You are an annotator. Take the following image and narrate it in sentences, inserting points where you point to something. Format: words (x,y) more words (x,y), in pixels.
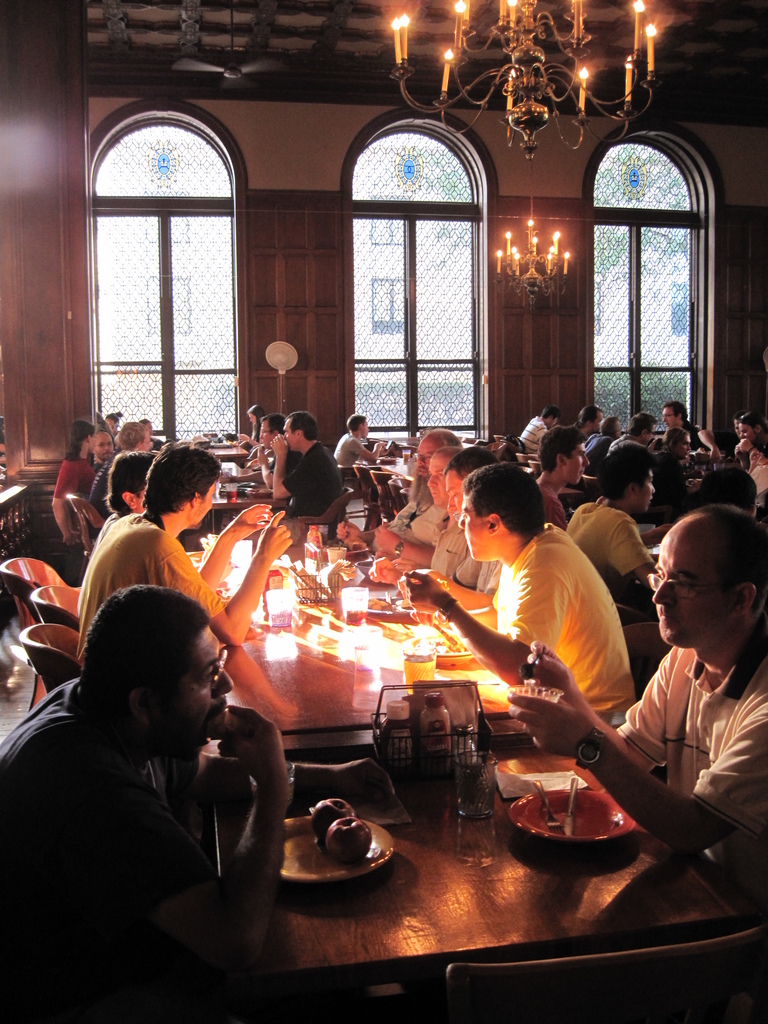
There is a group of people (89,993) who are sitting on a chair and they are having a food (331,848). Here we can see a glass window (151,329). This is a roof (370,21) with lighting arrangement (633,4).
